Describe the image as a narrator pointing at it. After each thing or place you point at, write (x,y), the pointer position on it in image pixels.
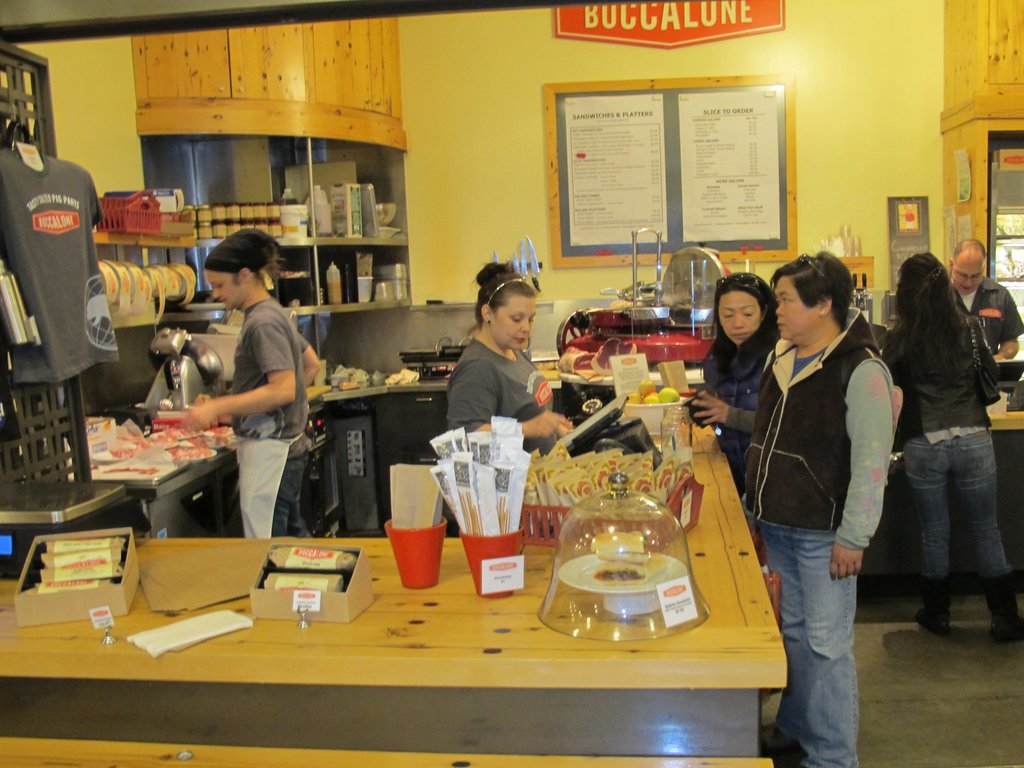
In this image we can see many people (805,374) standing. There is a wooden platform (415,643). On that there are boxes (135,587) with some items (293,586), cups (432,543) with some items (505,496), glass object (625,509), tray (669,496) with food items (669,471) and few other objects (651,441). In the back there is a cupboard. Inside the cupboard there are bottles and many other items (335,209). Also there are few other items (323,374). In the back (510,91) there is a wall (510,91) with board (582,167) and there is a name board (628,28) on the wall (584,44). And we can see a t shirt (38,184) hanged on the left side (46,261).
